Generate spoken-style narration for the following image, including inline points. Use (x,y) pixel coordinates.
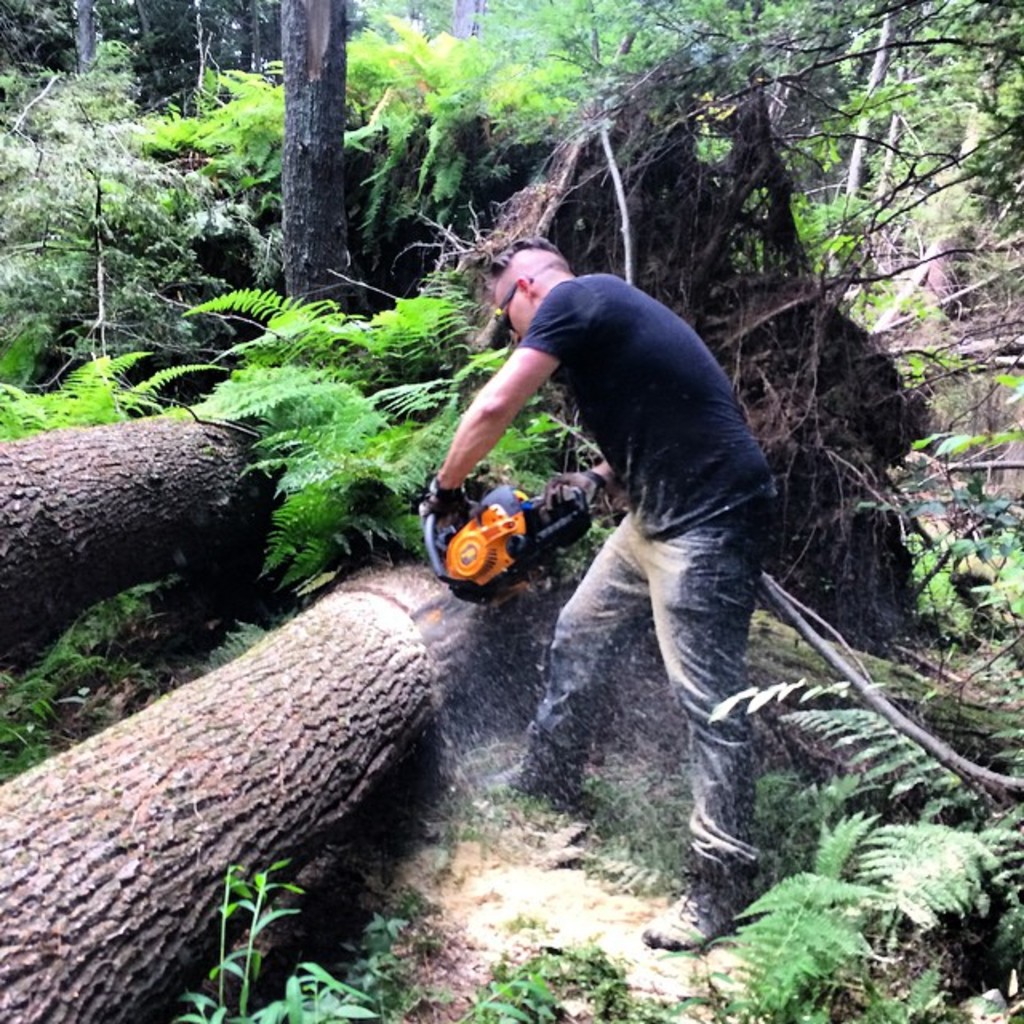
The man (699,381) in the middle of the picture (678,382) who is wearing the black T-shirt (668,407) is holding the wood cutter (498,565) in his hands (429,504). He is cutting the wood (393,660). In front of him, we see the wood (388,659). At the bottom (856,891), we see the trees (881,912). There are trees (641,84) in the background (289,282). This picture might be clicked in the forest (529,430).
